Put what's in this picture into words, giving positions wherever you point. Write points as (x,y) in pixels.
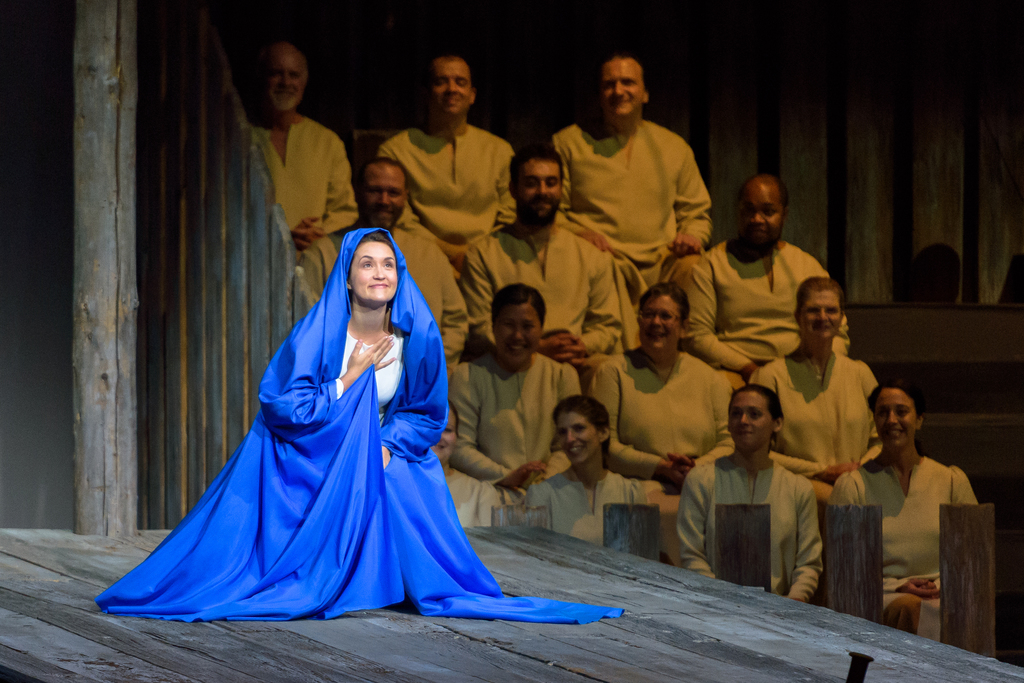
This picture shows few people (630,314) are seated and all of them light brown color dresses (655,397) and we see a woman (385,450) seated on her knees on the dais (84,647) and she wore a blue color cloth (312,400) with a smile (380,285) on her face (378,282).
